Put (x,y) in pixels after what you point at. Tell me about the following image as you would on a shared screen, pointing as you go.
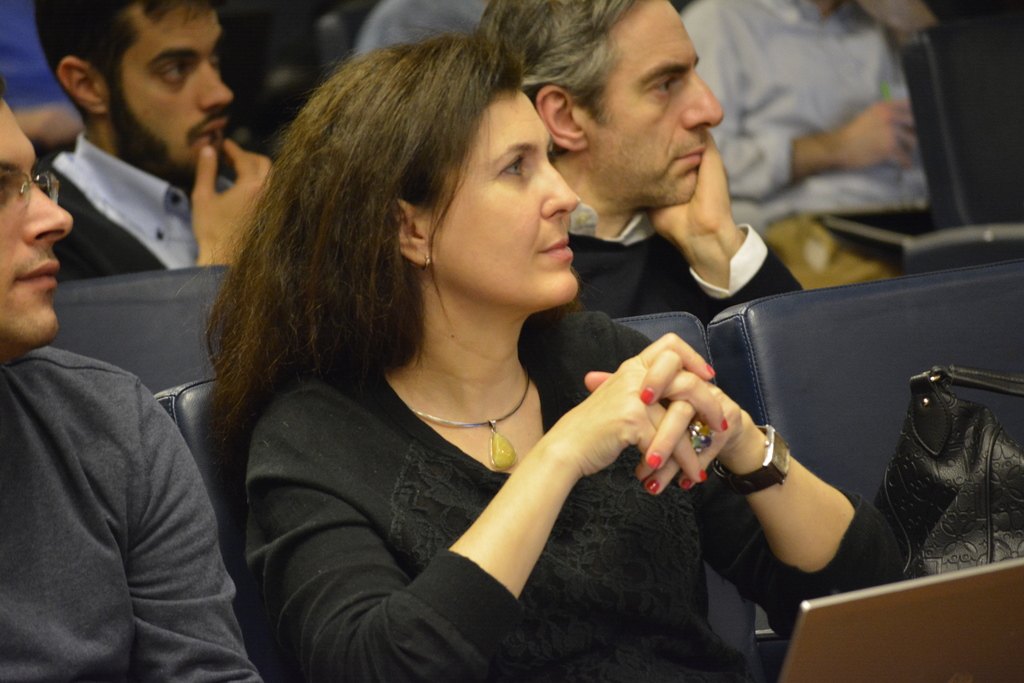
In this image we can see some persons (715,477), chairs (1005,294) and other objects (1019,607).
